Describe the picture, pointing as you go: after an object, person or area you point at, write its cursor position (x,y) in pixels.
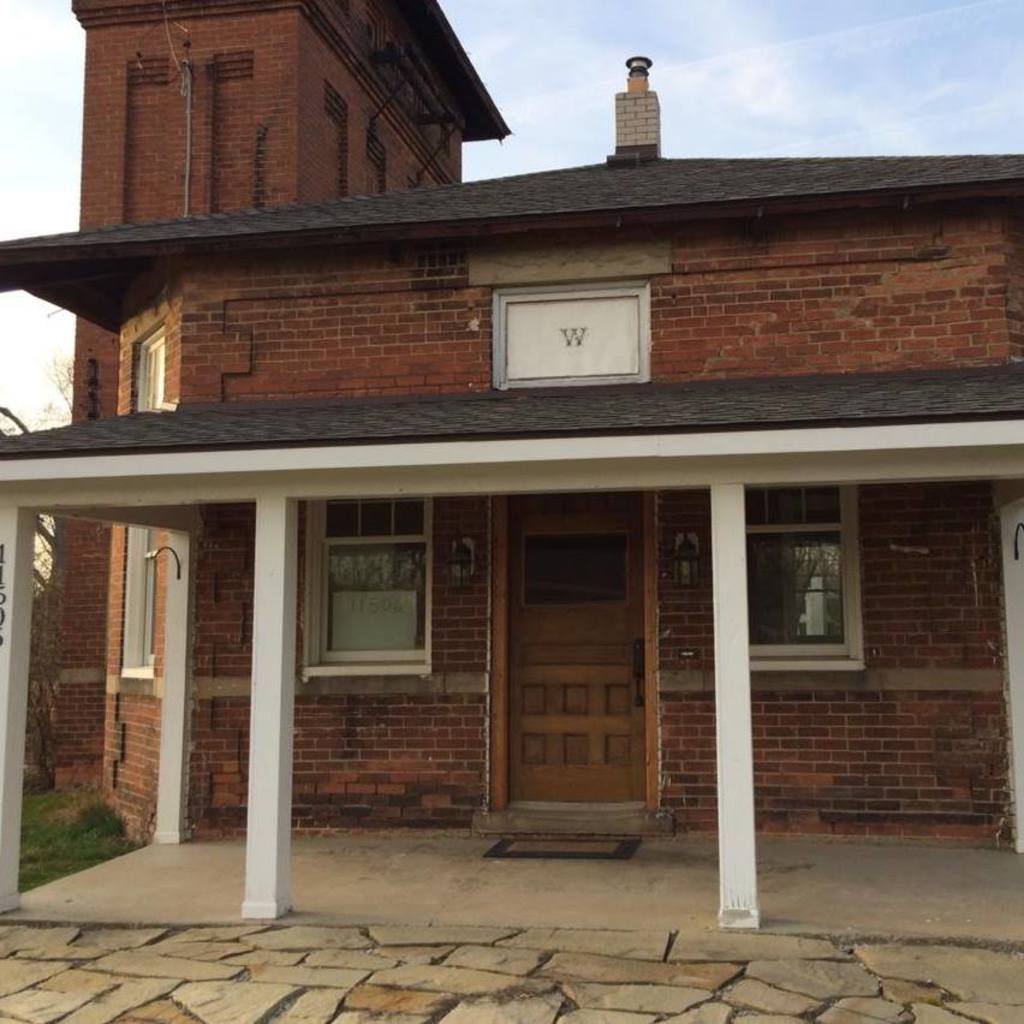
In this image, we can see there is a building (440,309) having windows (172,407), a door (561,604), white color pillars (717,613) and a brick wall (658,362). Besides this building (336,526), there are a floor (321,952) and grass (63,831) on the ground (68,831). In the background (401,143), there is another building (365,74), trees (44,532) and there are clouds (44,57) in the sky (764,124).
